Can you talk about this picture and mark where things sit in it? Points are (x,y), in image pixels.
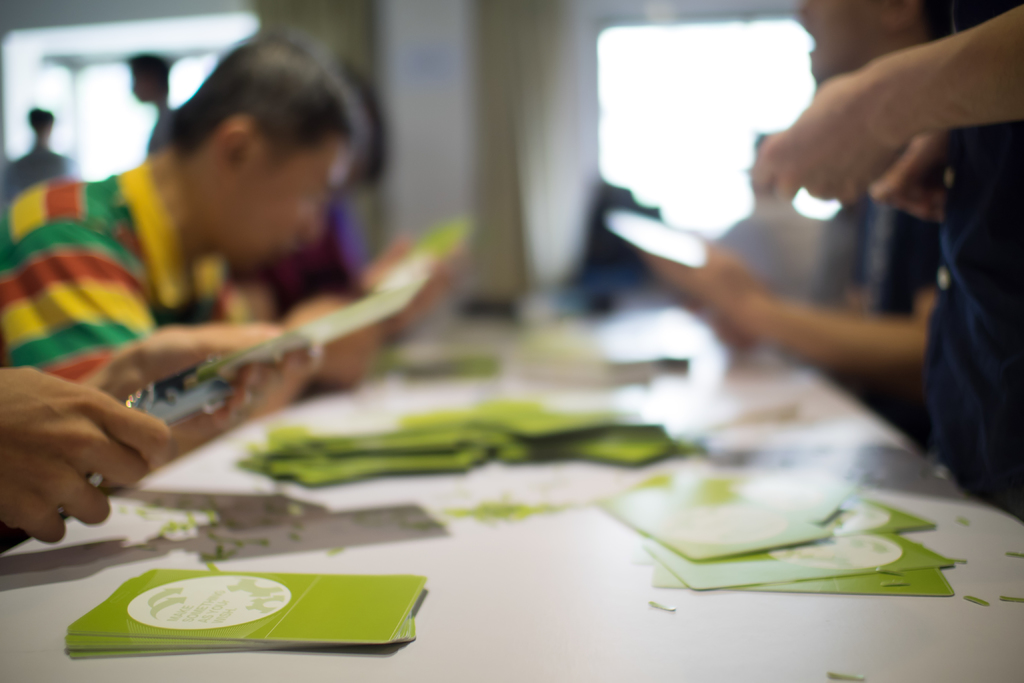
This picture describes about group of people (787,218), in front of them we can see few papers (278,473) and other things (278,433) on the table (443,496), and we can see blurry background (615,111).
